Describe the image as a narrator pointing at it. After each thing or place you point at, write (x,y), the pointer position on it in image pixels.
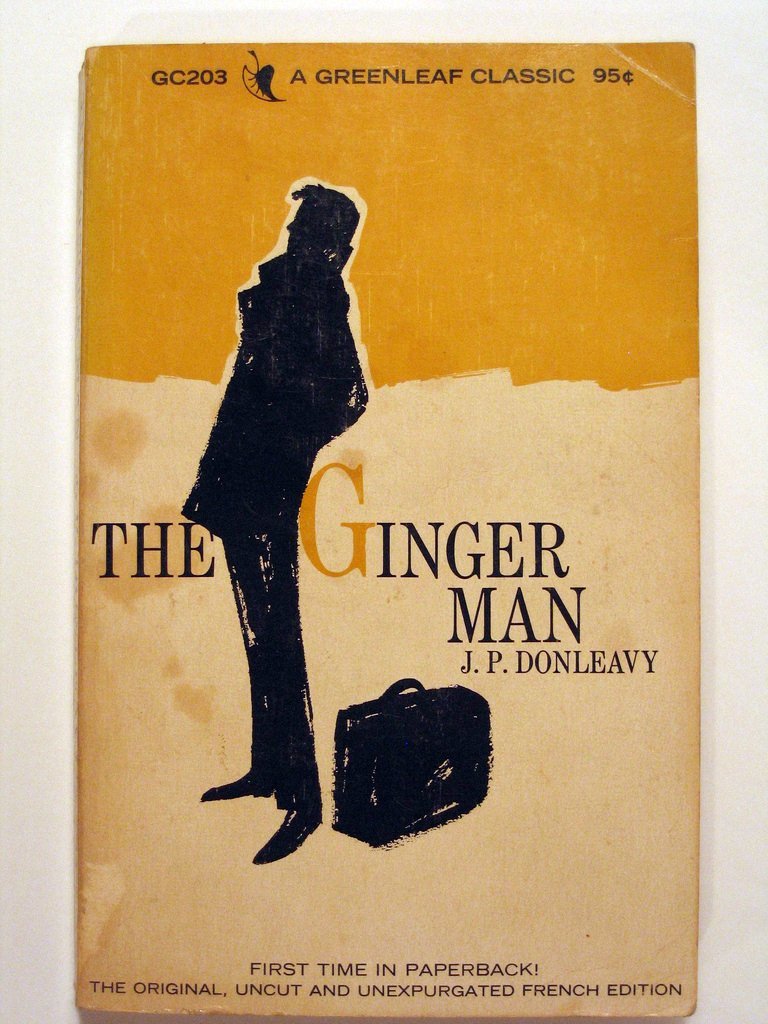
In this picture we can see a book cover (225,501) and on the cover (264,488) there is a person (261,529), a bag (385,746) and some words (350,974).
